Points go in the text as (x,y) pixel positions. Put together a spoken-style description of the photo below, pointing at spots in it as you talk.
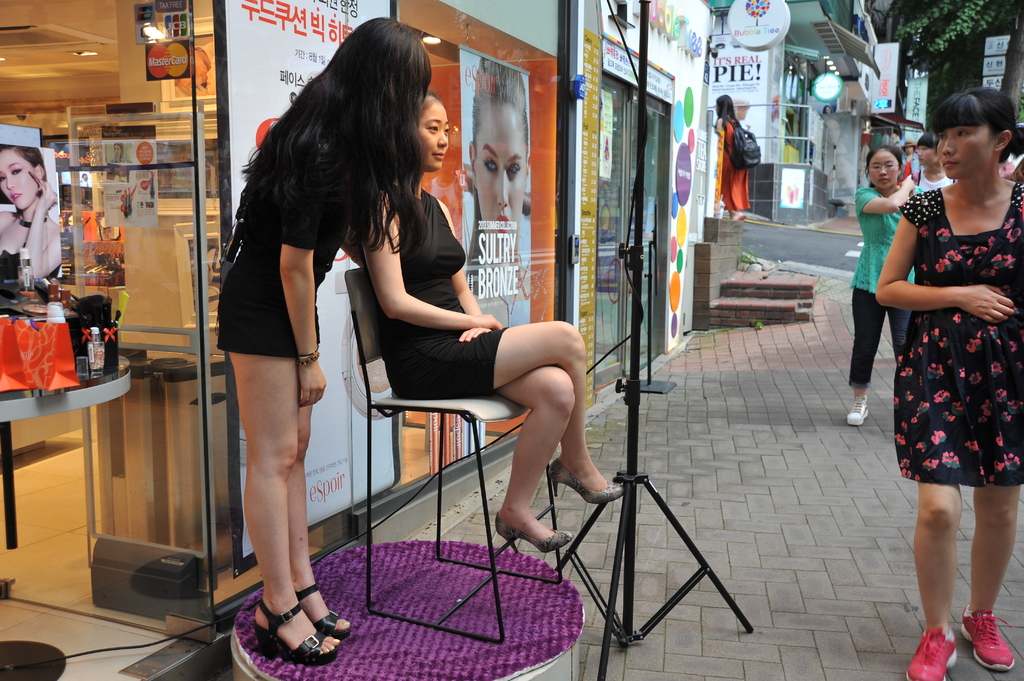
In this image we can see few stores (217,242). There are many objects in the store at the left side of the image (202,415). There is a stand (617,550) on the ground (644,544) in the image. A lady (501,349) is sitting on the chair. We can see a lady (308,220) is standing at the left side of the image (319,212). There are many people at the right side of the image (727,164). There is a tree (950,38) at the top right corner of the image (936,45). A lady (738,176) is wearing a bag (743,152) in the image. There are many advertising boards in the image.
